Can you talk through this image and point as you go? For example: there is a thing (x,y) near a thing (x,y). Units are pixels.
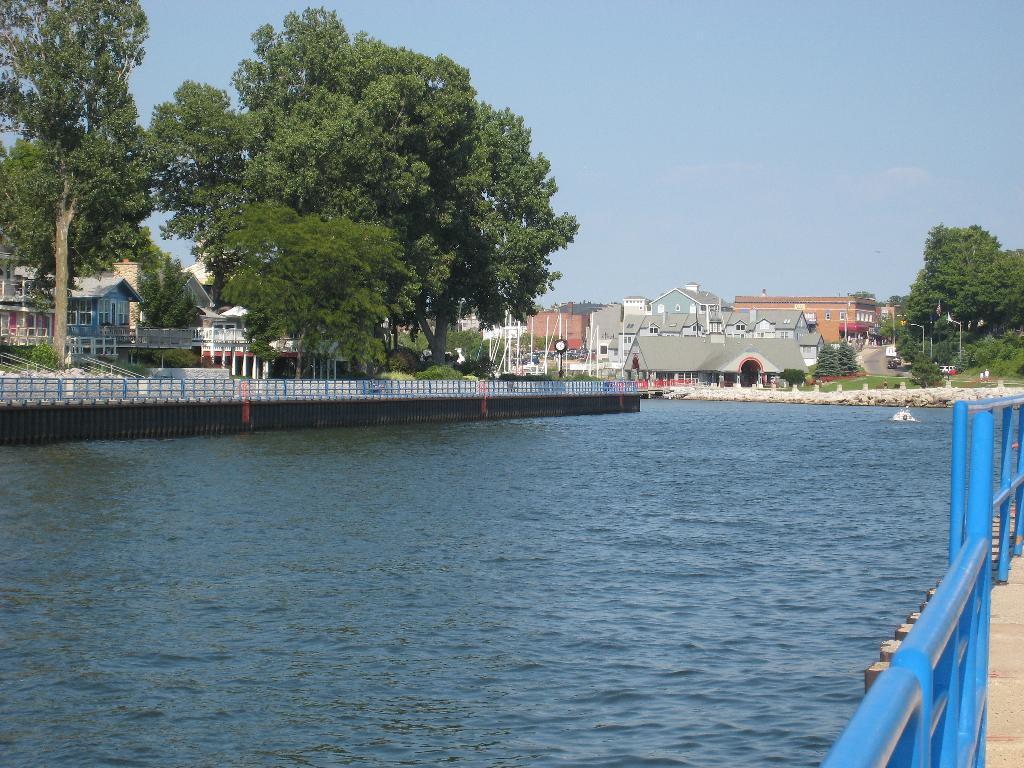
This image consists of water (739,510). On the right (901,759), there is a railing (847,756) in blue color. In the background (292,349), we can see buildings (674,340) and many trees (6,194). At the top (661,154), there is sky (483,76).
